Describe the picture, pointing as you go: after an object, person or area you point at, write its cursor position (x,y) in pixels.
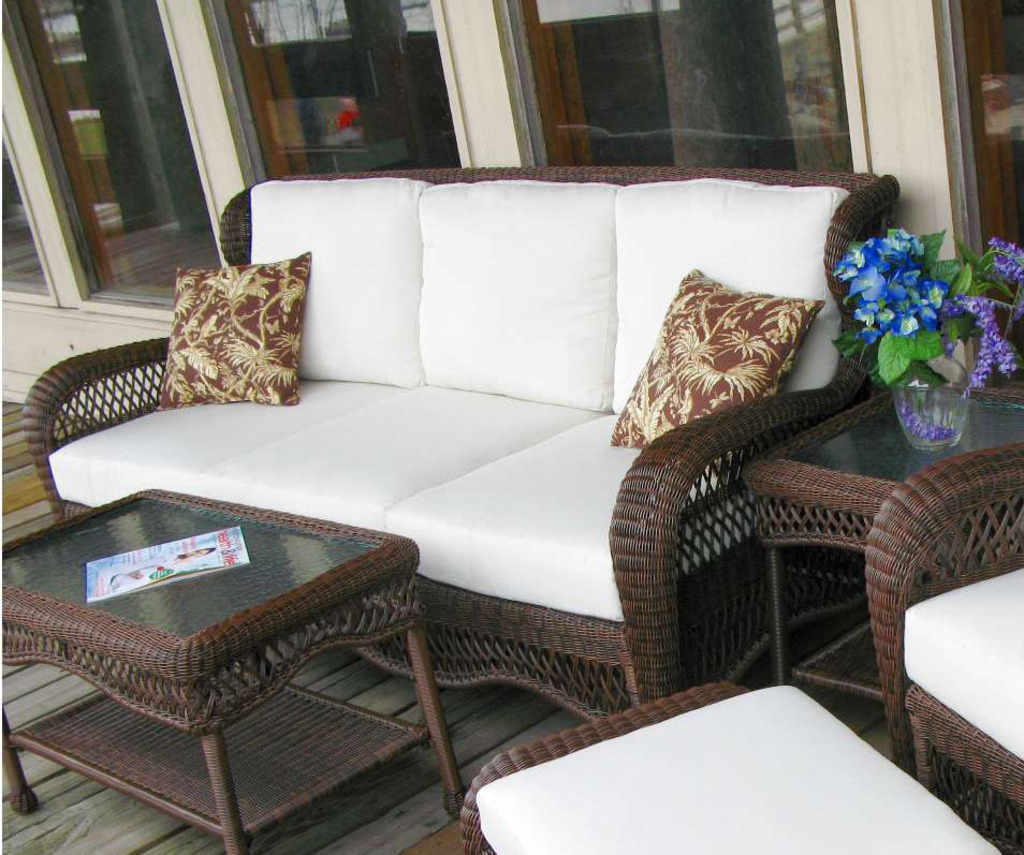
This image is clicked outside. There is a sofa (343,194) in brown color. There are two pillows (233,365) on the sofa (575,523). To the right (838,509), there is a table (840,426) on which plant (932,349) is kept. In the front (204,636), there is a teapoy (147,597). In the background (165,86) there is a wall (858,83) along with glass windows (665,83).
